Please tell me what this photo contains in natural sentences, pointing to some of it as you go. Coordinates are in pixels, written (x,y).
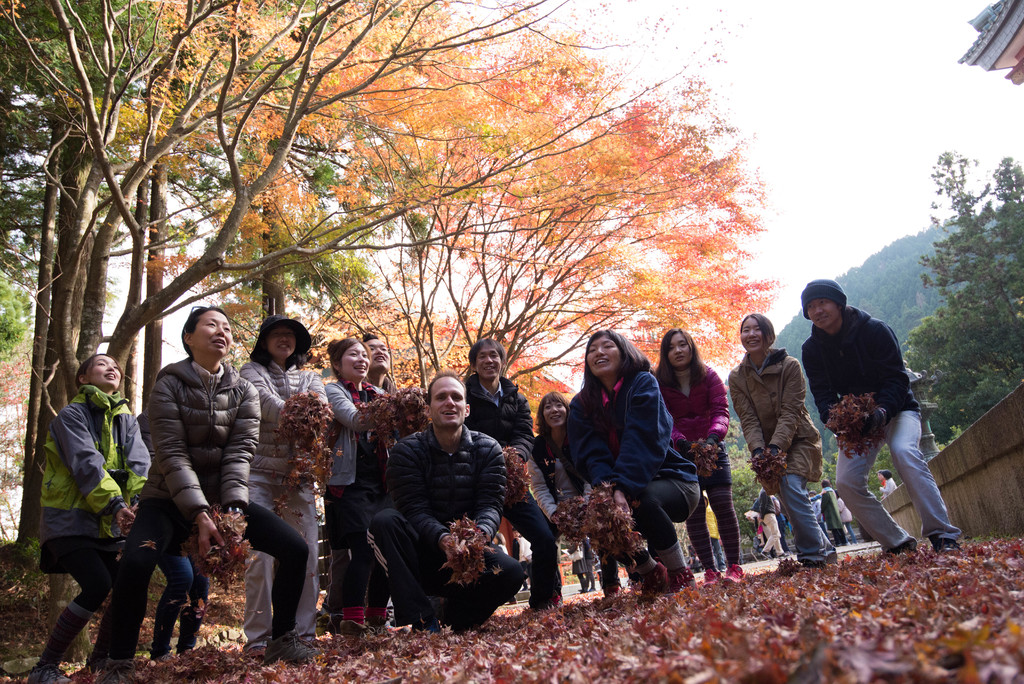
In this picture I can see group of people (546,576) standing on the floor (570,588) holding leaves (475,553). And I can see leaves (655,629) on the floor (696,644). I can see there are trees (300,246) in the background (399,202).
